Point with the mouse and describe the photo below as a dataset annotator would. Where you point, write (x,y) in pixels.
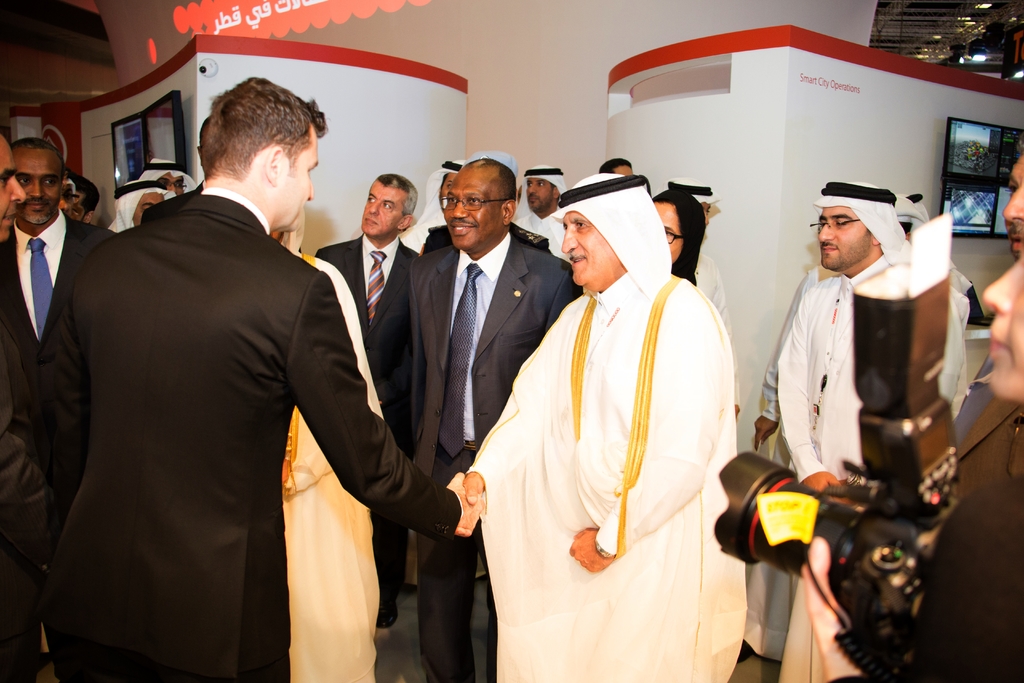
In this image there are many people (445,429) standing. Behind them there is the wall (671,56). There are televisions (974,164) on the wall (195,115). At the top (234,11) there is the text (257,22) on the wall (303,3). To the right (946,561) there is a person (941,549) holding a camera (841,530) in the hand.
